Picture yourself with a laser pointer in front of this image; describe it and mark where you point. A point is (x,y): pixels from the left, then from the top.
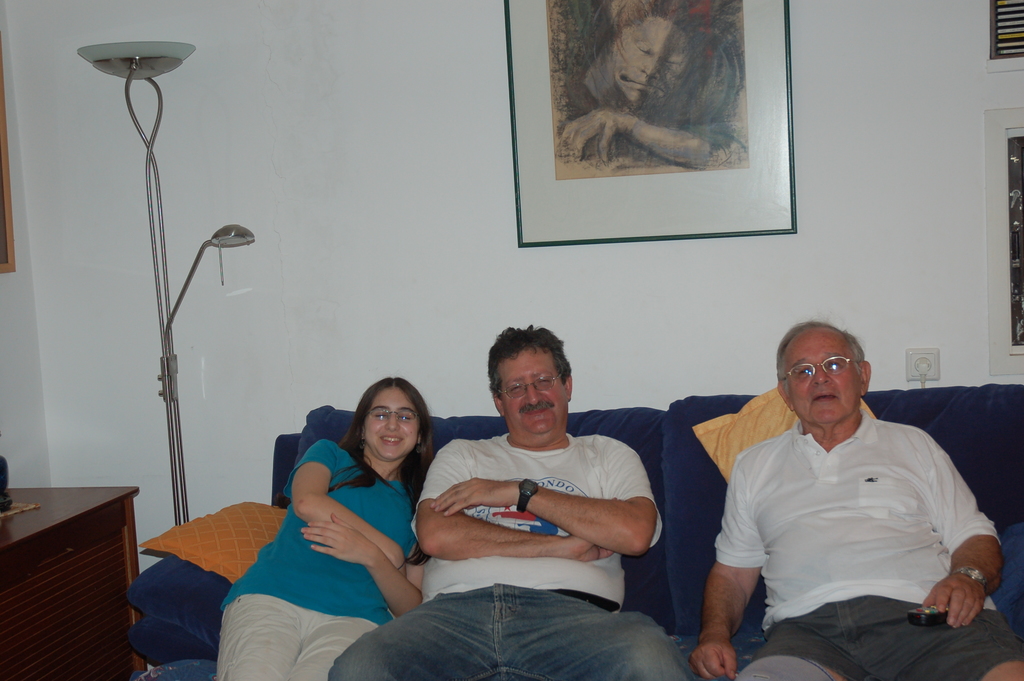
In the image we can see three persons (510,424) were sitting on the couch (657,481) and they were smiling. In the background (829,148) there is a wall (370,172), photo frame (640,128) and table (50,496).
